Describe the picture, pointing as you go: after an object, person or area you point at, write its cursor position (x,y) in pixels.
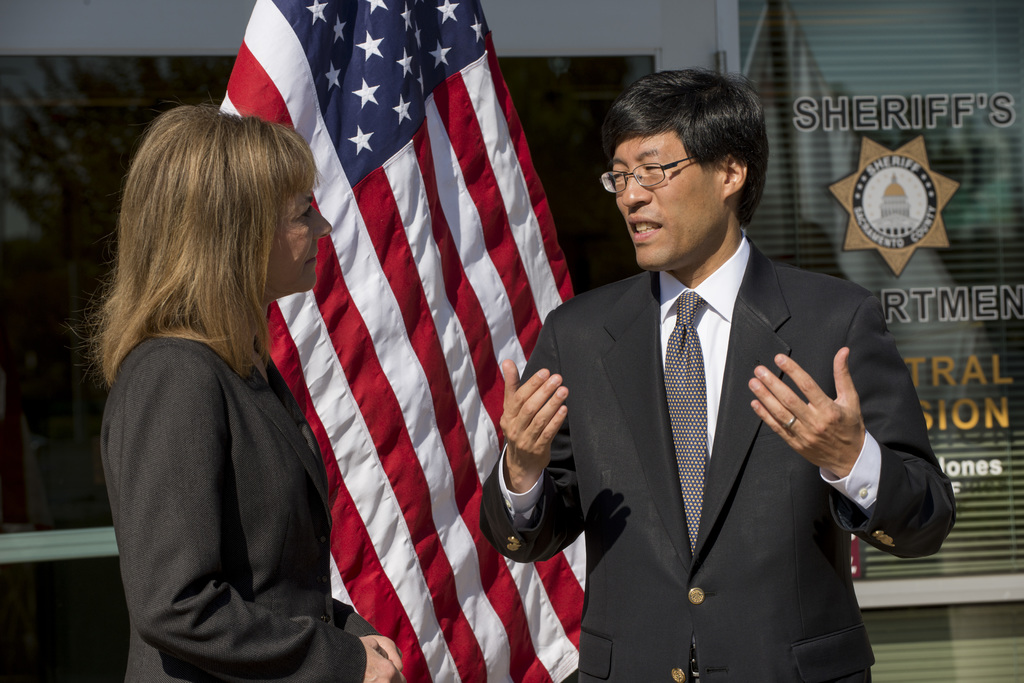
In this image a person (528,464) and a woman (236,237) are standing before a flag (585,566). Person (662,556) is wearing suit (720,432), tie (699,492) and spectacles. Woman (288,534) is wearing a suit (201,521). Behind the flag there is a glass wall (597,131).
